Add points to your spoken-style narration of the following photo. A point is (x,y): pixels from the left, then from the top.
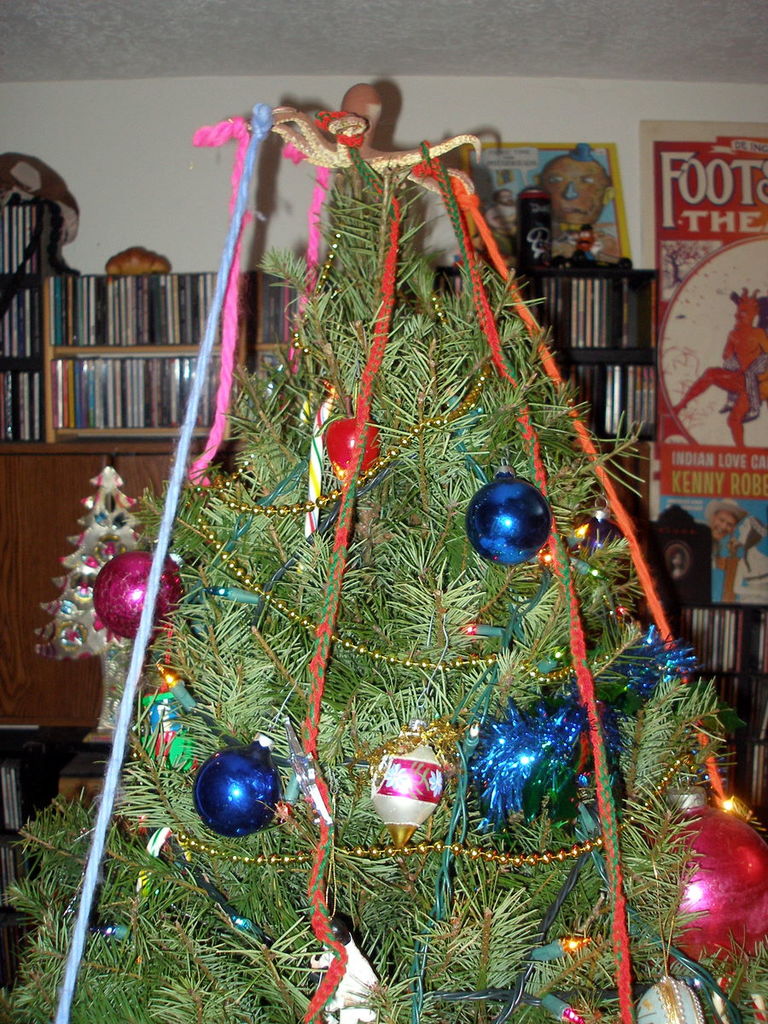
In this picture I can see a inner view of a room (446,524) and I can see a christmas tree (322,699) and I can see few decorative balls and lighting (441,908) to the tree (383,495) and couple of posters (675,451) with some text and I can see few books (192,342) in the shelf (145,347).
